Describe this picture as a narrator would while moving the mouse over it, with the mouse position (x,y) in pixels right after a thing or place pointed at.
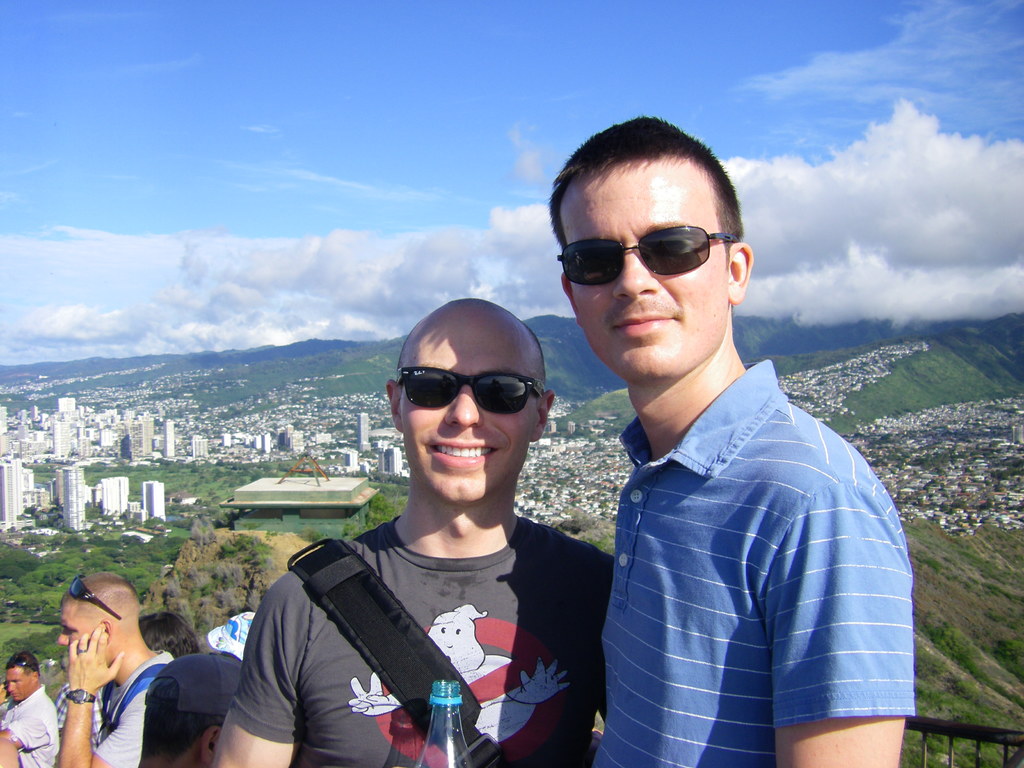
In this image I can see few people (374,672) wearing bag (361,602) and glasses (471,377). Back I can see a trees (163,546), buildings (188,500) and mountain (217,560). The sky (267,103) is in blue and white color.
